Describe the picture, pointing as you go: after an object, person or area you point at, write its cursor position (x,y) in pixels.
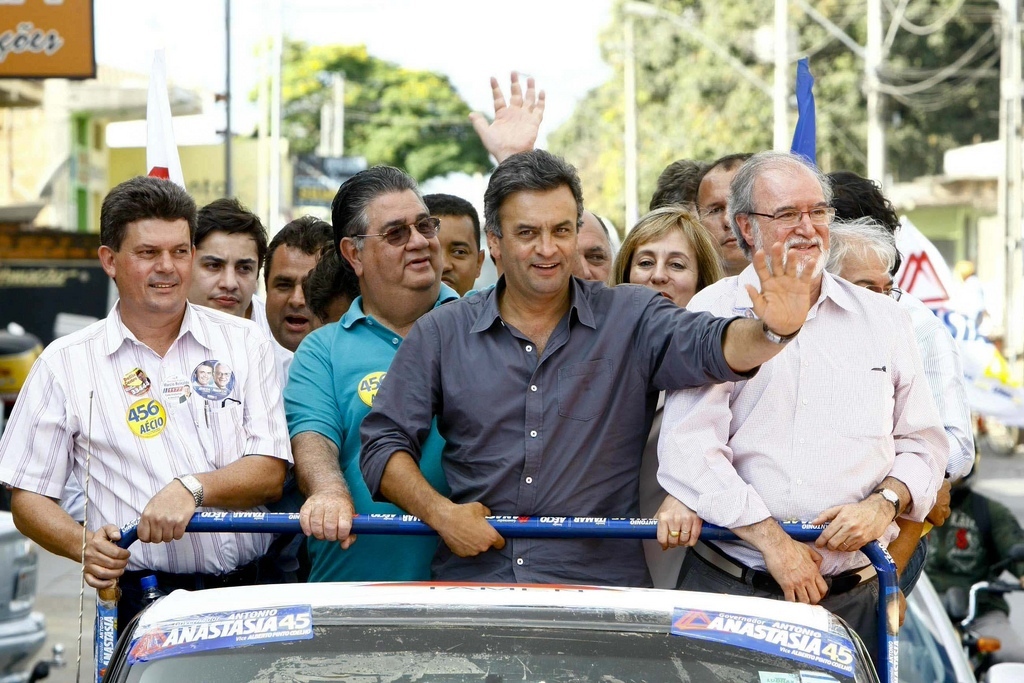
There are many people (466,329) standing on a vehicle (517,649). On the vehicle (563,663) there are posters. In the back (340,111) there are trees (381,76) and many other things (954,194).
